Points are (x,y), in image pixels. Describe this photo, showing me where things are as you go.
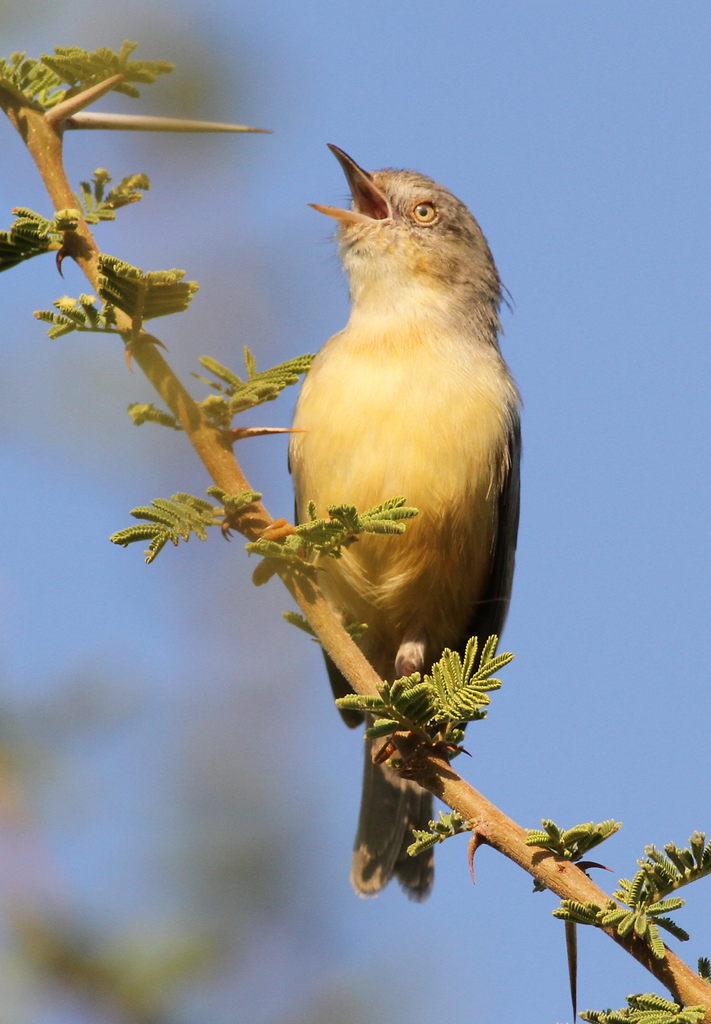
In this image I can see a bird (350,429) which is in cream and black color. It is on the branch (310,595). We can see green color leaves (448,669). The sky (536,375) is in blue color.
